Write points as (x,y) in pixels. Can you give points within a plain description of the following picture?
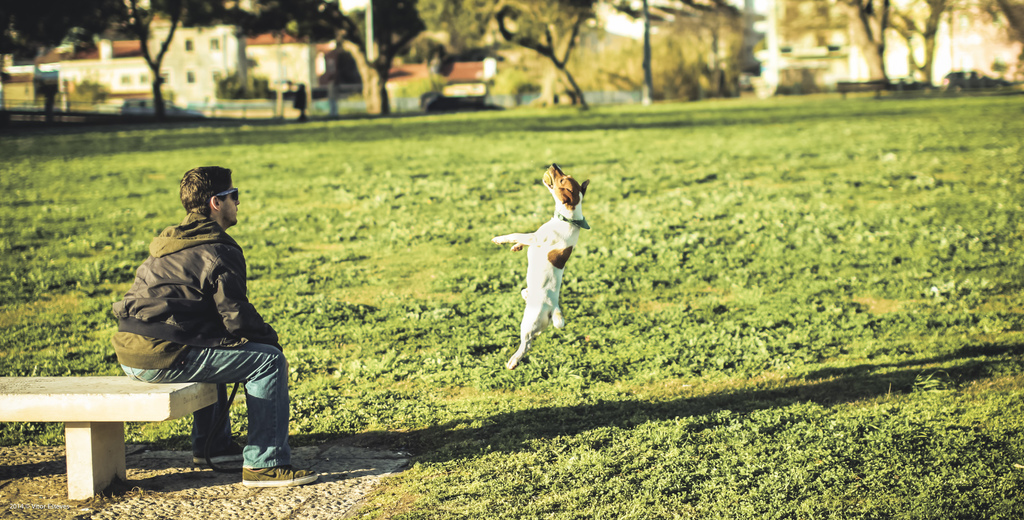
This person (197,332) is sitting on a bench (143,397). This dog (539,314) is jumping, as we can see this dog (564,259) is in air. Far there are number of trees (372,62) and buildings (308,68).
